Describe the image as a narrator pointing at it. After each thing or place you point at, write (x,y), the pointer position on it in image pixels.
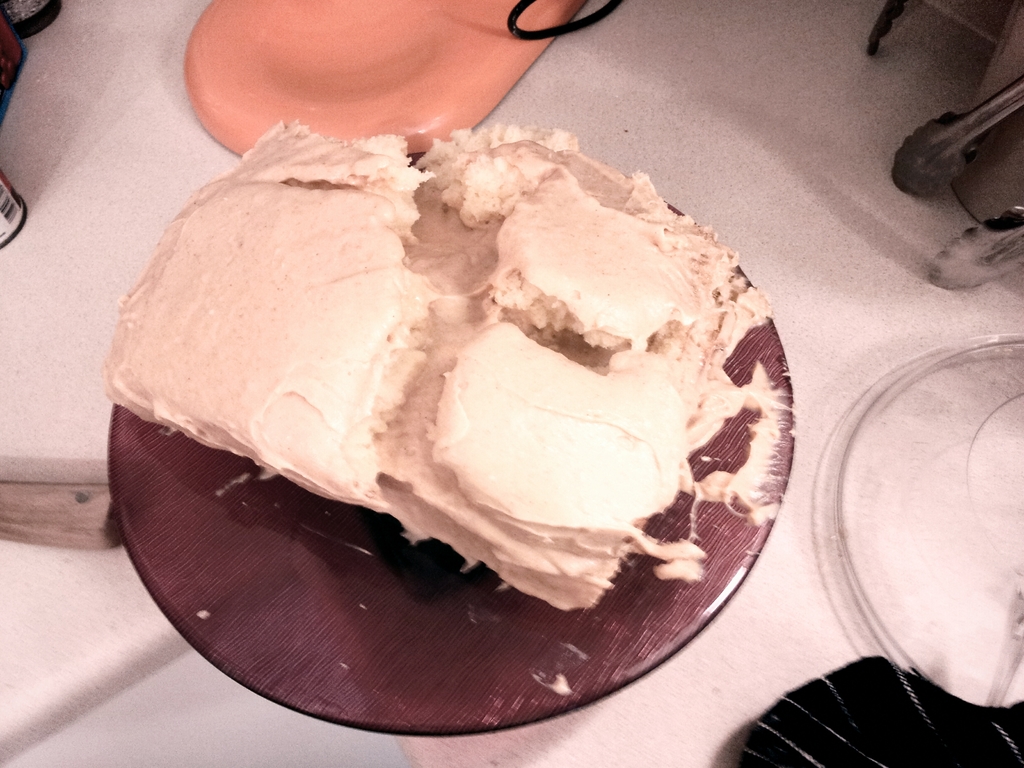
In this picture I can see the brown color surface (348,543) and on it I see cream (421,309). On the top of this picture (276,46) I can see a orange color thing (281,59) and I see few more things (1013,461) on the right (900,510) and left sides of this picture and all these things (10,76) are on the white color surface (4,718).
